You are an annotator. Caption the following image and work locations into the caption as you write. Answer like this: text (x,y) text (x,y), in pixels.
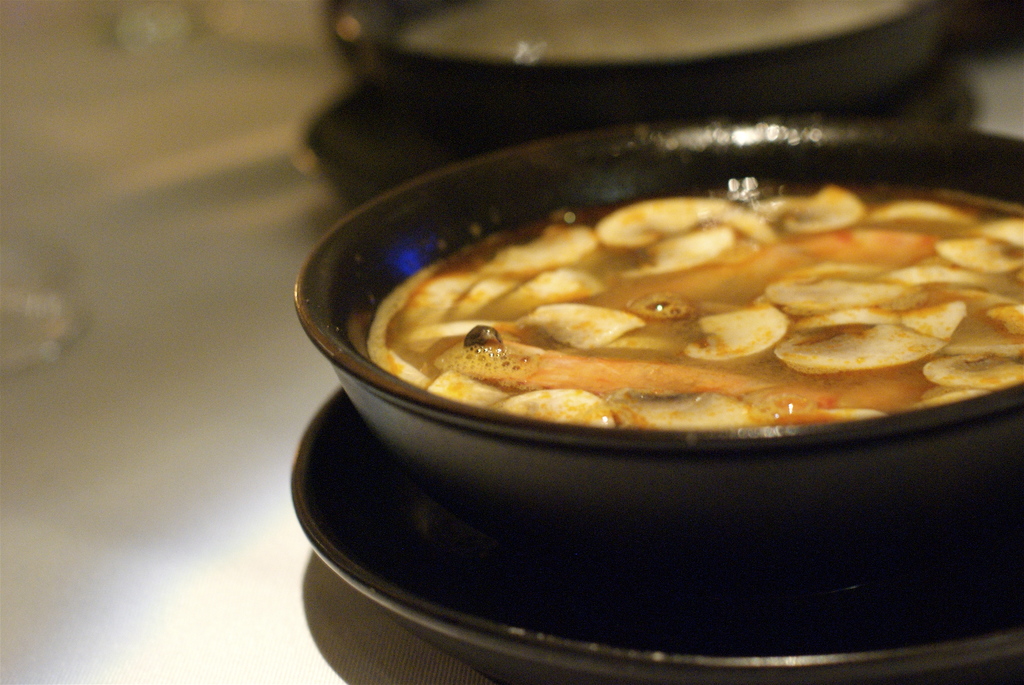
These are the food items (755,324) in a black color pan (785,465).
